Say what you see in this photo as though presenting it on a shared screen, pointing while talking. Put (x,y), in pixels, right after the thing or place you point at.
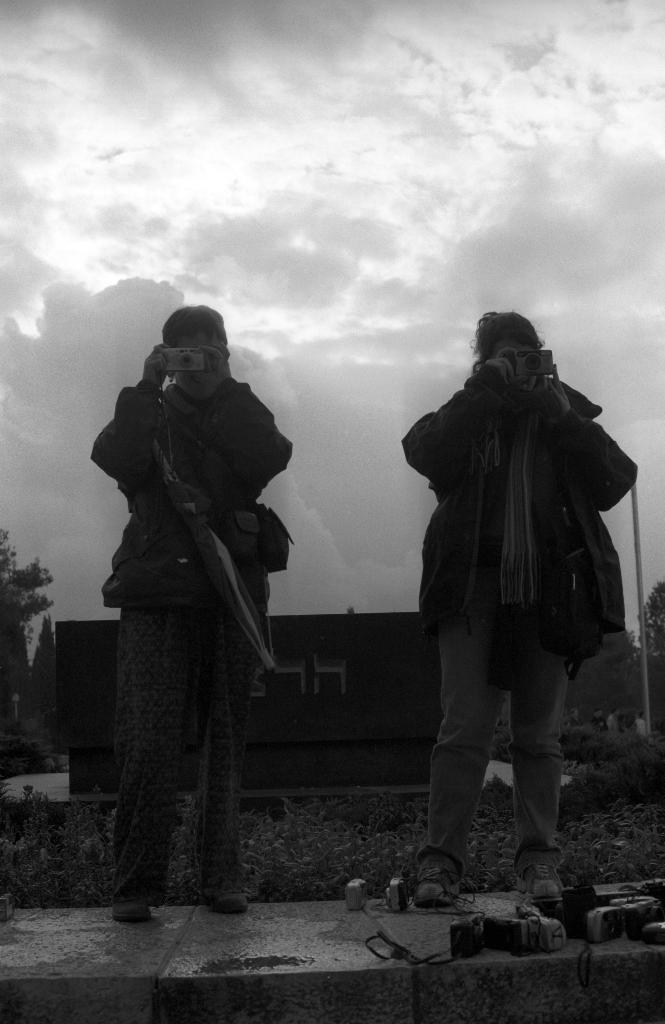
In the left side (143,437) a person (224,600) is standing and trying to capture a photo with an electronic device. In the right side (609,503) a girl (537,536) is standing she wore a coat (553,545). At the top (322,237) it's a cloudy sky (357,203).
